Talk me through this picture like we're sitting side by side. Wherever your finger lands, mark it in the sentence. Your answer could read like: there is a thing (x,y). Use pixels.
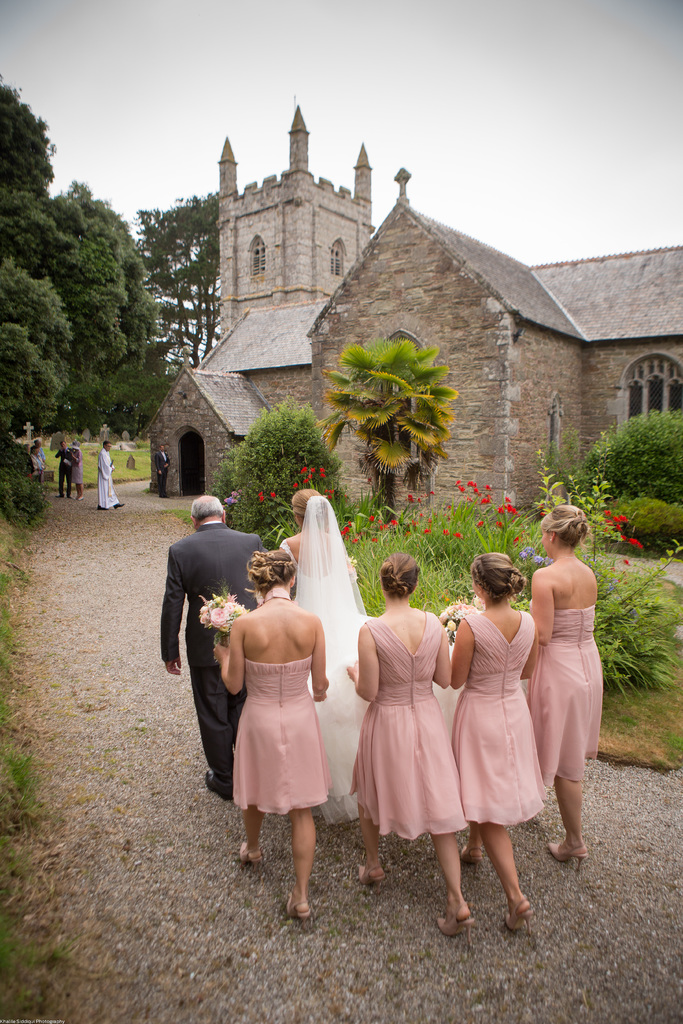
In front of the image there is a man (225,548), bride (317,554) and a few bridesmaids (508,667) carrying flowers bouquets (222,633) are walking towards the church (175,420), in front of them there are a few people (62,464) standing, in the background of the image (361,524) there are flowers (430,520) on plants (361,524), trees (409,422) and a church building (530,366).
